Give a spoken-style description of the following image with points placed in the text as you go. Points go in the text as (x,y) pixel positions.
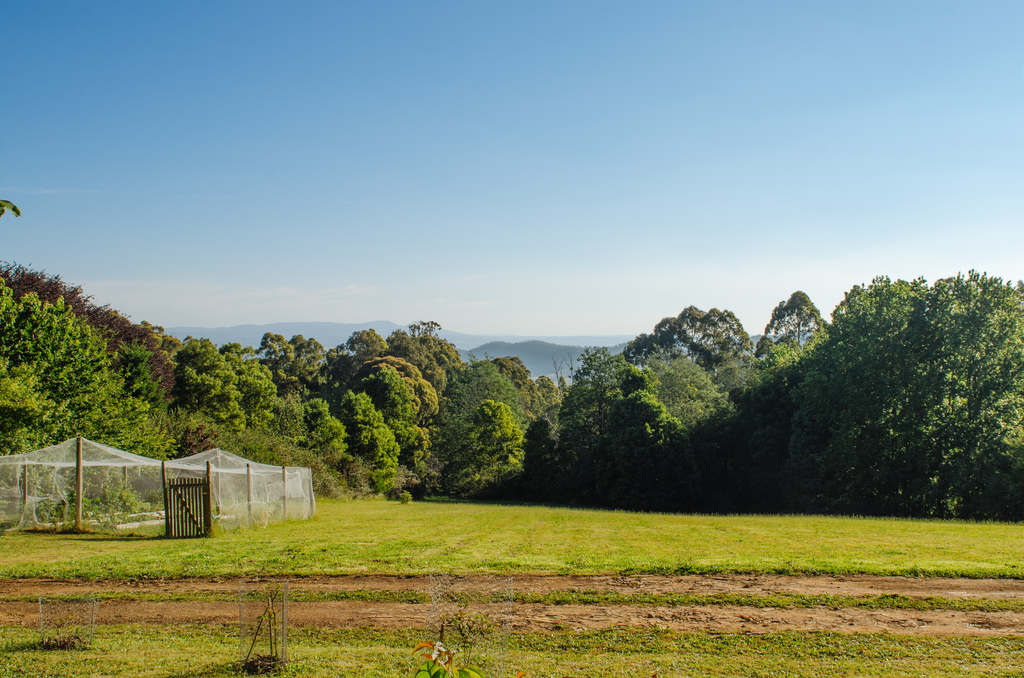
In this image we can see a trees (493,467), plants (274,610), there are poles (166,475), net (181,476), there is a wooden railing (199,494), also we can see the mountains (556,345), and the sky (661,187).
